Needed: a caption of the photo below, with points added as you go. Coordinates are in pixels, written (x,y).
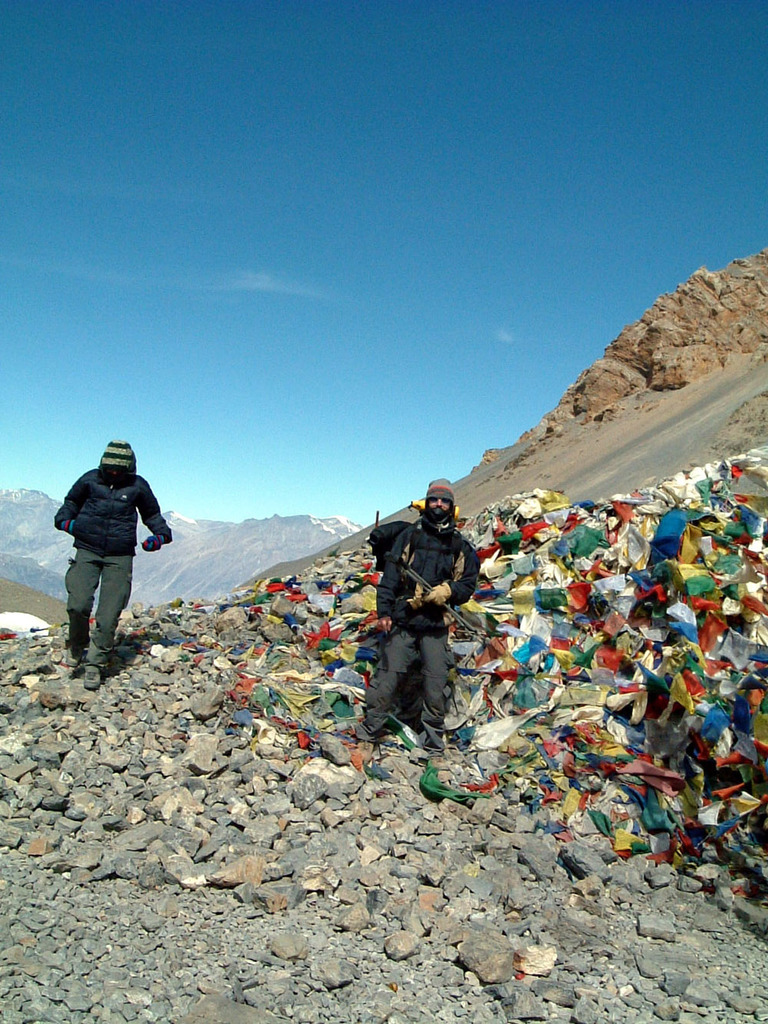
On the left side (116,534), there is a person (113,526) in a black color jacket (113,511), walking on the stones (67,690), which are on a hill (83,686). On the right side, there is a person (407,548) in a black color jacket (386,610), standing on the stones (414,758). Beside him, there are clothes pieces (687,547). In the background (58,536), there are mountains (48,526) and there are clouds (276,294) in the blue sky (430,148).
